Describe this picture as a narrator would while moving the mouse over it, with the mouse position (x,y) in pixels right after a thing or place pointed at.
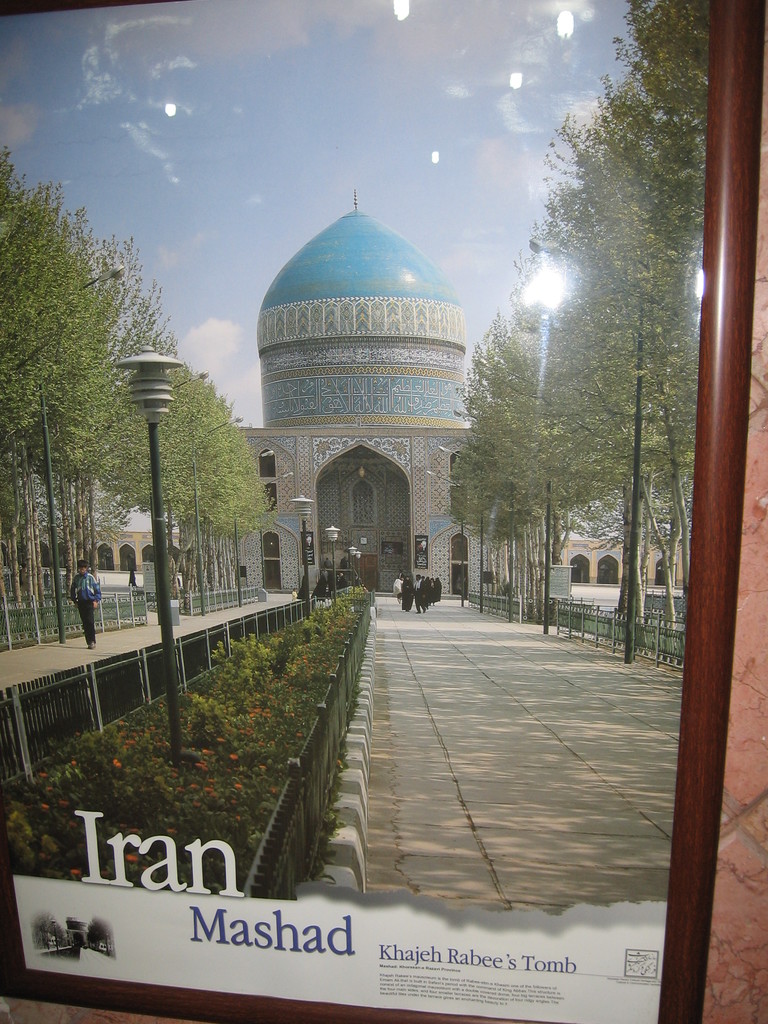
In this image we can see the photo frame (565,931) with buildings (392,480) and there are plants (213,757) with flowers (267,667). And we can see there are trees (95,317), fence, light poles (165,375) and the sky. And there are people (423,590) walking on the ground (426,680).
